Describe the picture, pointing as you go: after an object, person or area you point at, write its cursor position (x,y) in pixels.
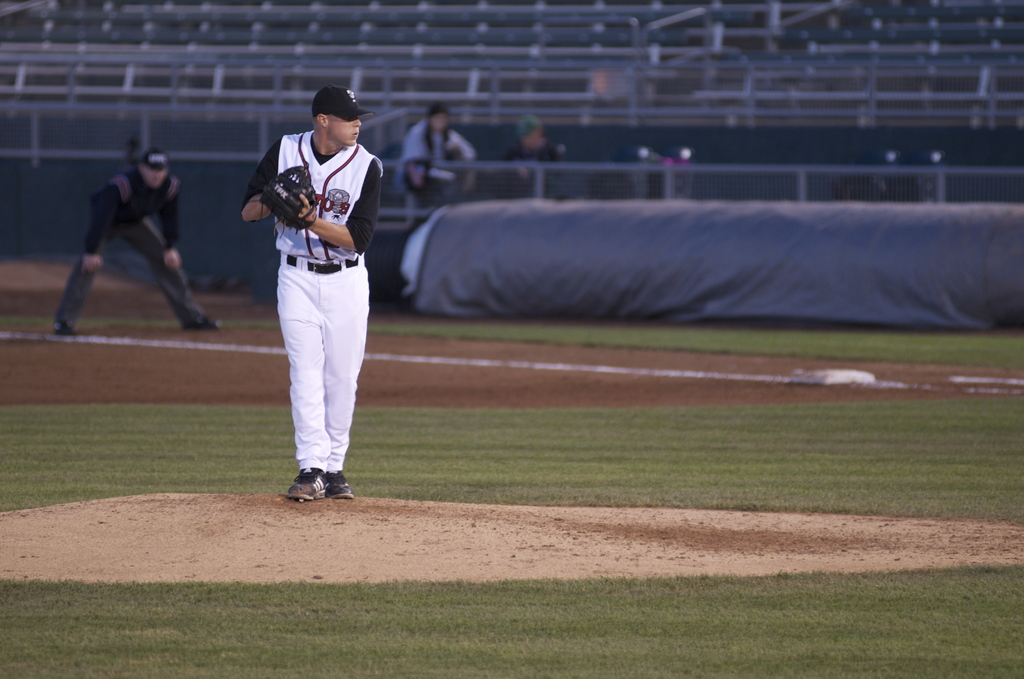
In the picture I can see a man (338,350) on the left side (322,146). He is wearing a sports jersey (350,193) and I can see the gloves (309,189) in his hands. There is another man (75,302) on the left side (181,283). It is looking like a ground covering cloth (774,281). In the background (801,196), I can see the metal fence (884,97) and two persons (518,159).
